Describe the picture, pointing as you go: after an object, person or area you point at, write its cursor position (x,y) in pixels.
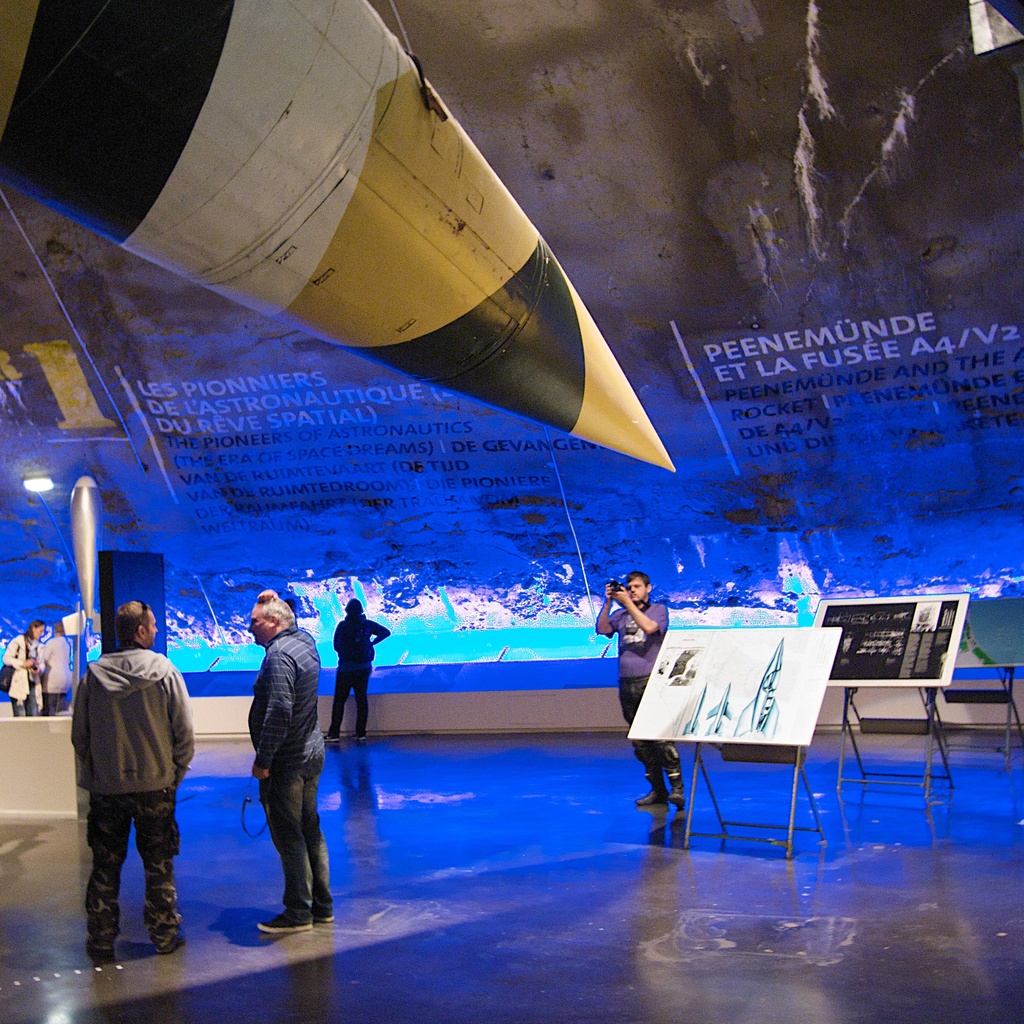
In this image there are group of people (23,706) and some boards (783,671), in the center (631,675) there is one person (631,612) who is holding a camera (621,586). At the bottom (408,941) there is floor (712,864), and on the left side (16,767) there is some object (323,146). And in the background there are some boards (787,685), lights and some objects (148,562). On the boards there is text (903,359).
